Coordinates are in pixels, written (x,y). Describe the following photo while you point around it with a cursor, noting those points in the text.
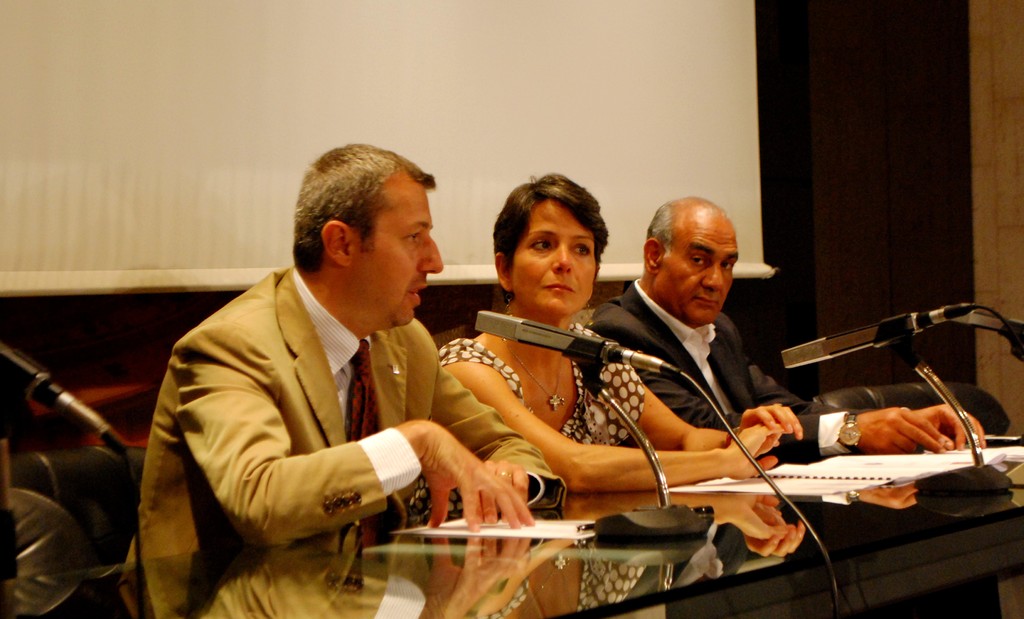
In this image I can see three persons (455,401) are sitting on the chairs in front of a table (753,495), mikes (770,482), papers (738,486) and so on. In the background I can see a screen (718,200), wall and some objects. This image is taken may be in a hall.
